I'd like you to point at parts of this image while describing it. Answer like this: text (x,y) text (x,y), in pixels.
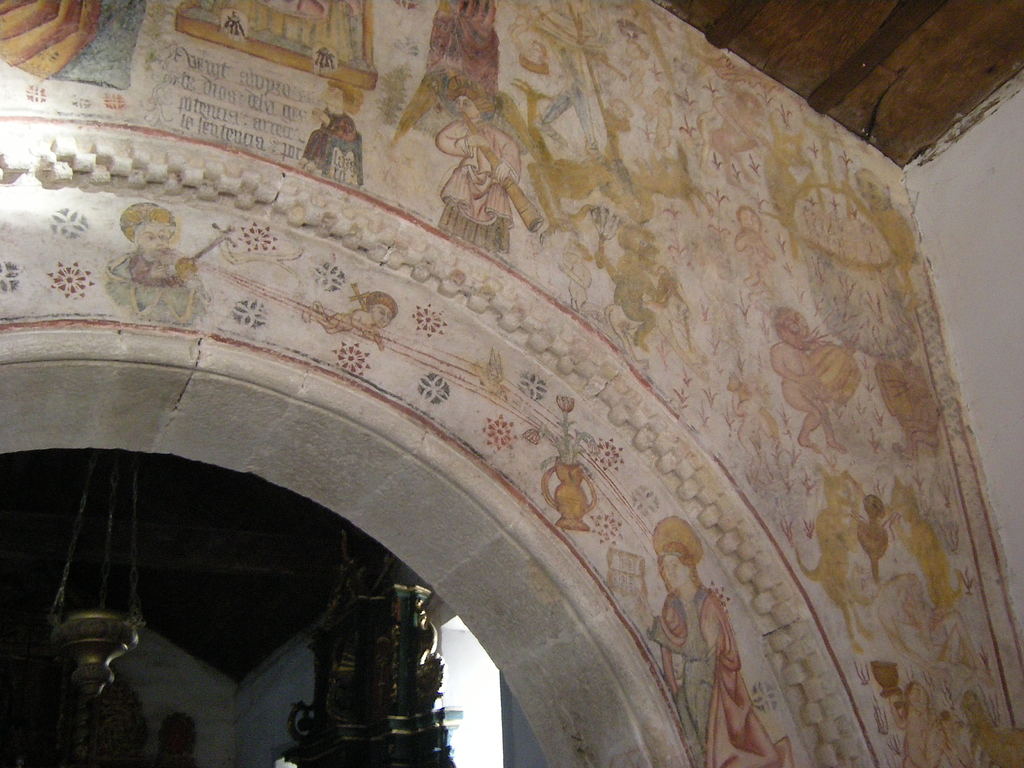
In this picture we can see a wall (670,431), on this wall (697,521) we can see some paintings (724,411) and in the background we can see some objects (347,633).
